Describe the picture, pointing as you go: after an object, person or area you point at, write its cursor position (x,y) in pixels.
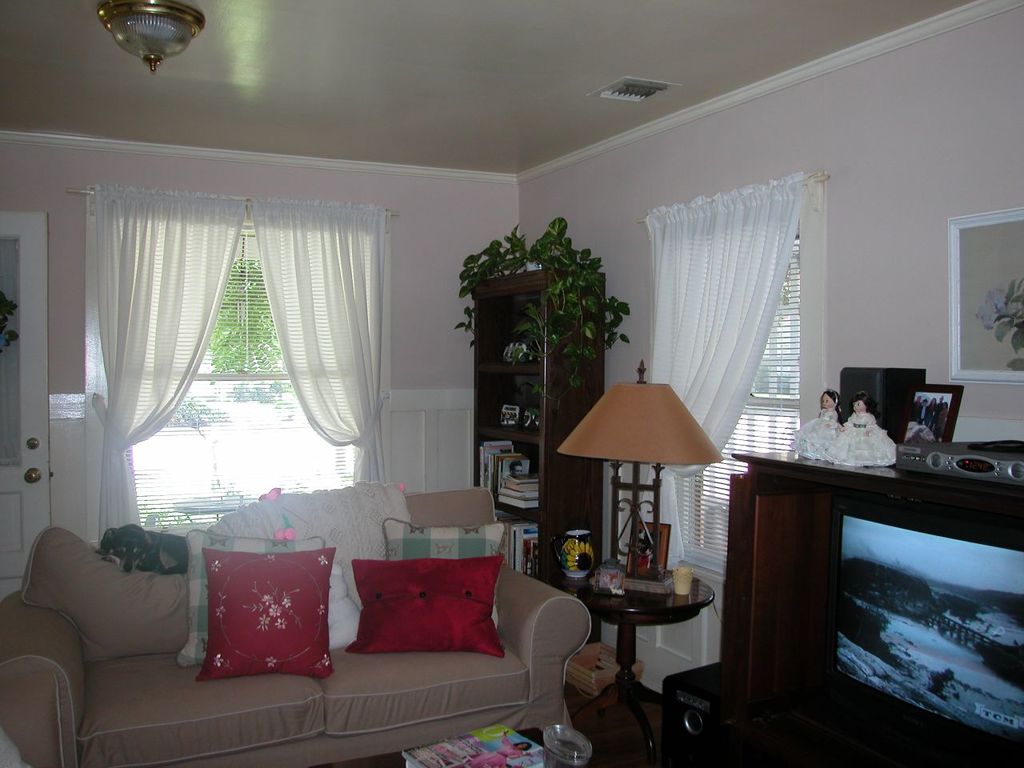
Here we can see interior of the home (486,628) having a couch (396,656) and cushions (374,617) on it there is a lamp (652,438) present on the table (666,596) we can see Windows (153,459) with curtains (194,348) to them and we can see plant (555,346) and we can see a television (1012,726).
